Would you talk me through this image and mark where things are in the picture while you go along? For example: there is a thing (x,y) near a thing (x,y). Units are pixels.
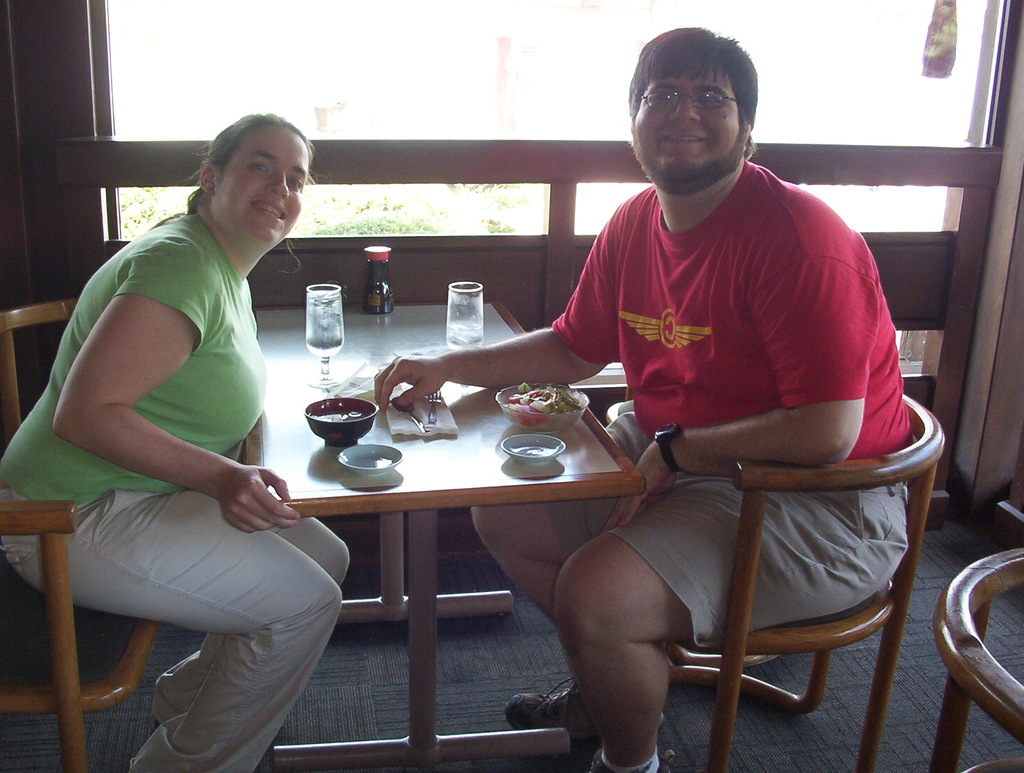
In this picture there is a woman (78,553) and man (825,546) sitting on chairs (65,714), there is a table (462,471) in front of them with wine glasses (325,307), bowl (328,413) of food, there is a fork (434,405) and spoon (423,432) placed on some tissues (446,418), in the backdrop (322,56) there is a window (873,96).
